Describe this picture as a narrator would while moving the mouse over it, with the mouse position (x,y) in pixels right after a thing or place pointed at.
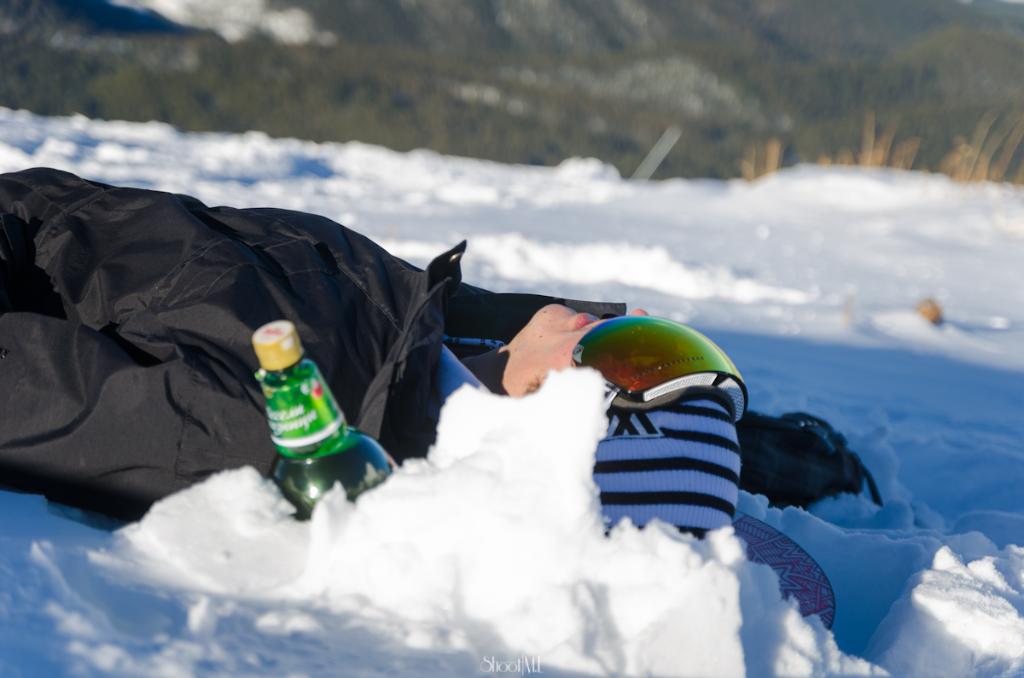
In this image there is a man (432,364) lying on the ground (34,497). There is snow (771,267) on the ground (755,237). In front of him there is a bottle (294,501). At the top (429,104) there are plants (563,67).
